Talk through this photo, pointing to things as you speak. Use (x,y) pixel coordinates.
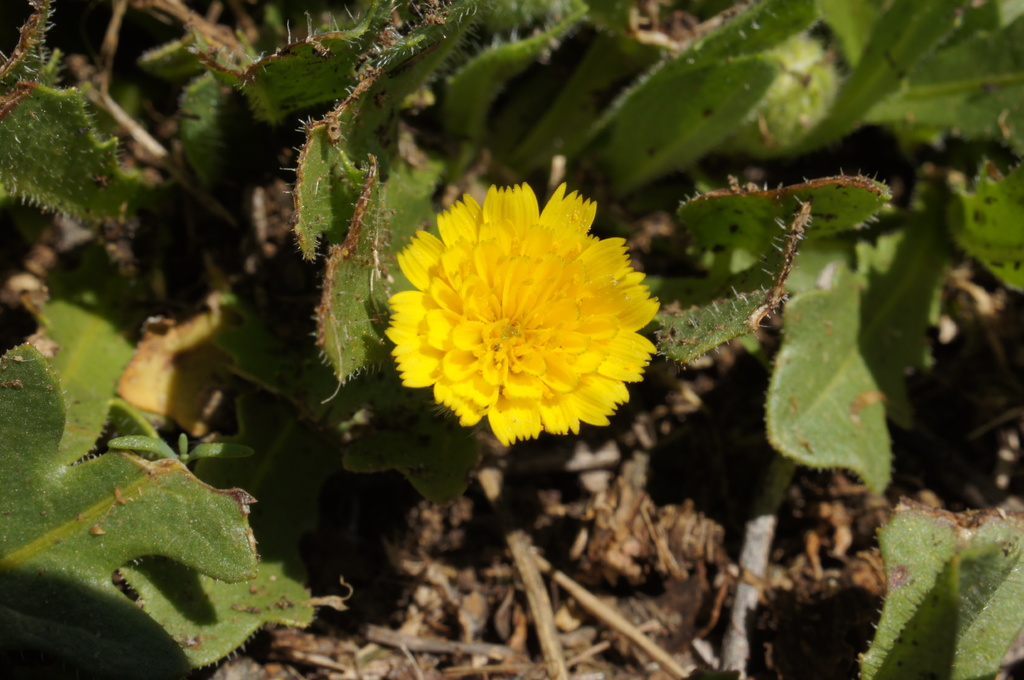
In this image there is a plant (463,313) having a flower (472,315). Background (423,403) there are plants (72,449) on the land (624,569).
